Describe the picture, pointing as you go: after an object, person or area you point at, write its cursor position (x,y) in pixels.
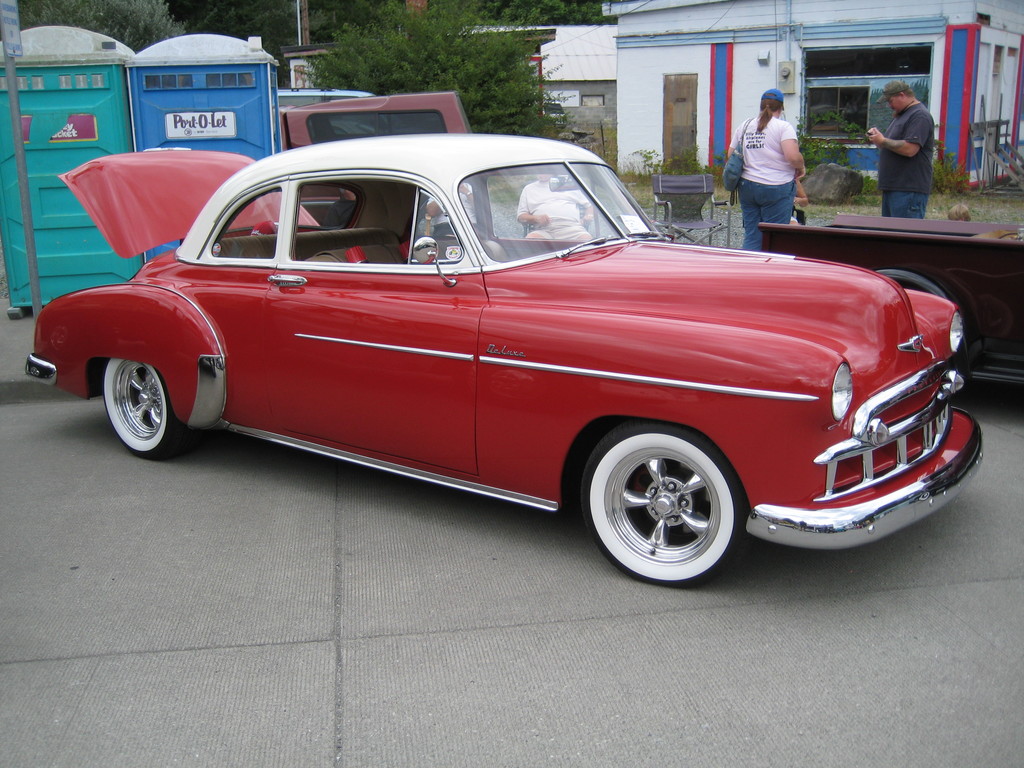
This is an outside view. Here I can see a red color car (360,398) on the road (110,575). On the left side (101,96) there are two boxes (88,121) which are placed on the road (11,339) and on the right side (914,172), I can see two people (896,175) are standing and also there is a chair (704,221) and a vehicle (839,217). In the background (837,42), I can see a building (622,55) and trees (441,51).
